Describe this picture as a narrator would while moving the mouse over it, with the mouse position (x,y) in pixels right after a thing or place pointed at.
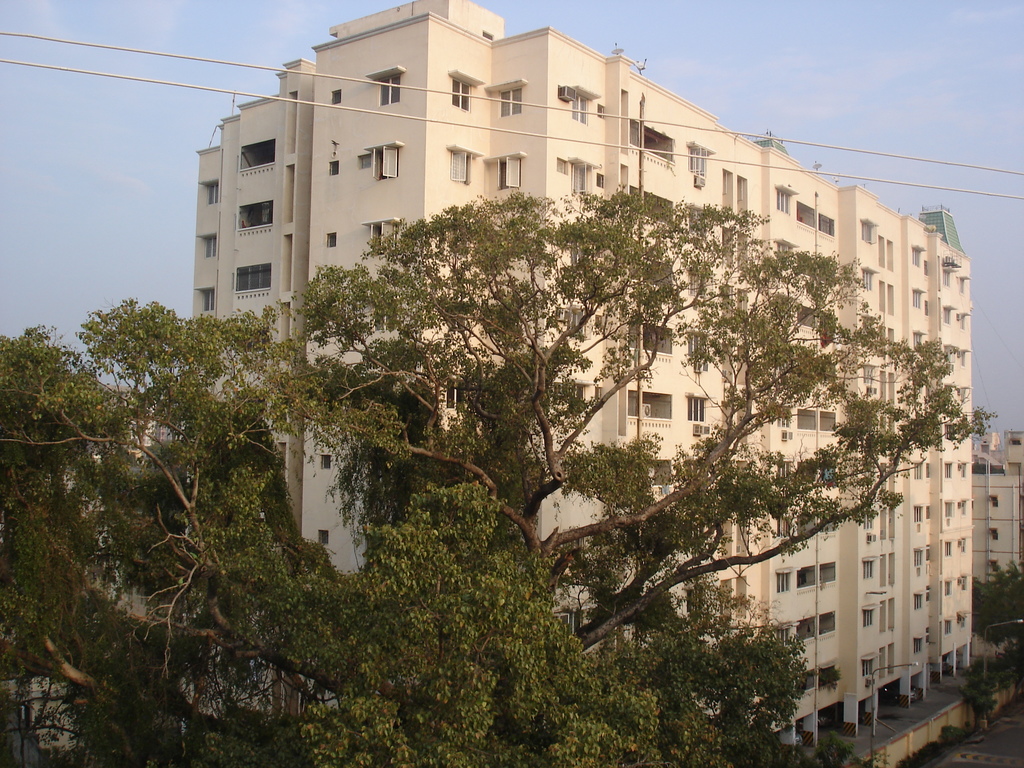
In this image there are buildings (963,466) and trees (623,536). At the top (226,39) there are wires (131,49) and sky (830,75). We can see poles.
